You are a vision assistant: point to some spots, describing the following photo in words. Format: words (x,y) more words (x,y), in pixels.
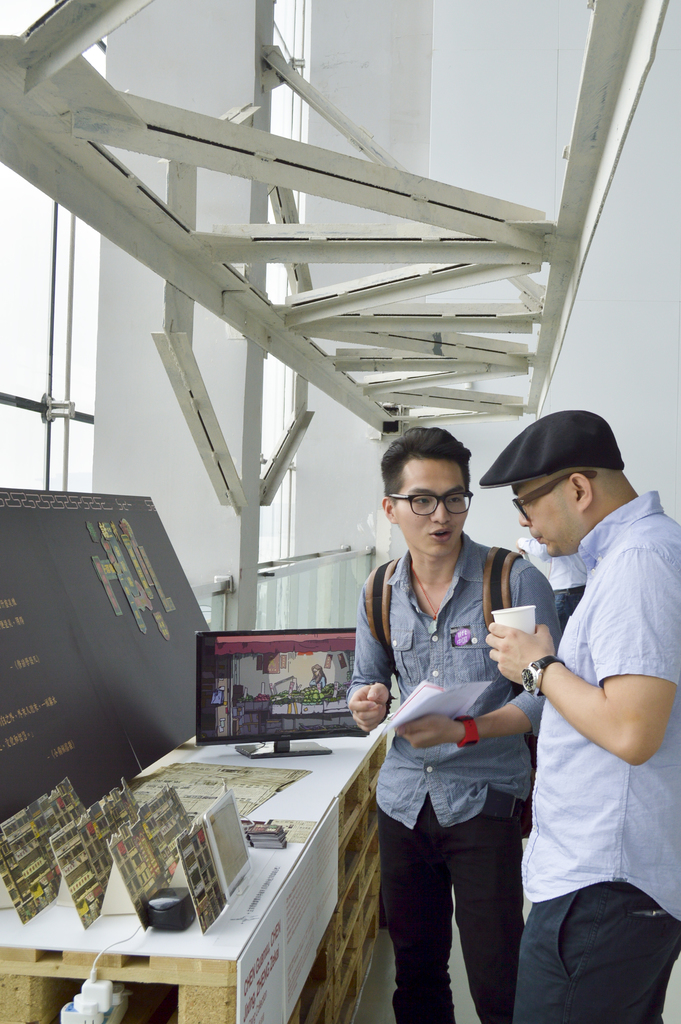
This image is taken indoors. On the left side of the image (182,823) there is a table (97,940) with a few things (131,711) on it. On the right side of the image (571,532) two men (523,514) are standing on the floor (456,973) and a man (606,726) is holding a cup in his hand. In the background (680,261) there is a wall (649,239) and there are a few iron bars (162,115).
